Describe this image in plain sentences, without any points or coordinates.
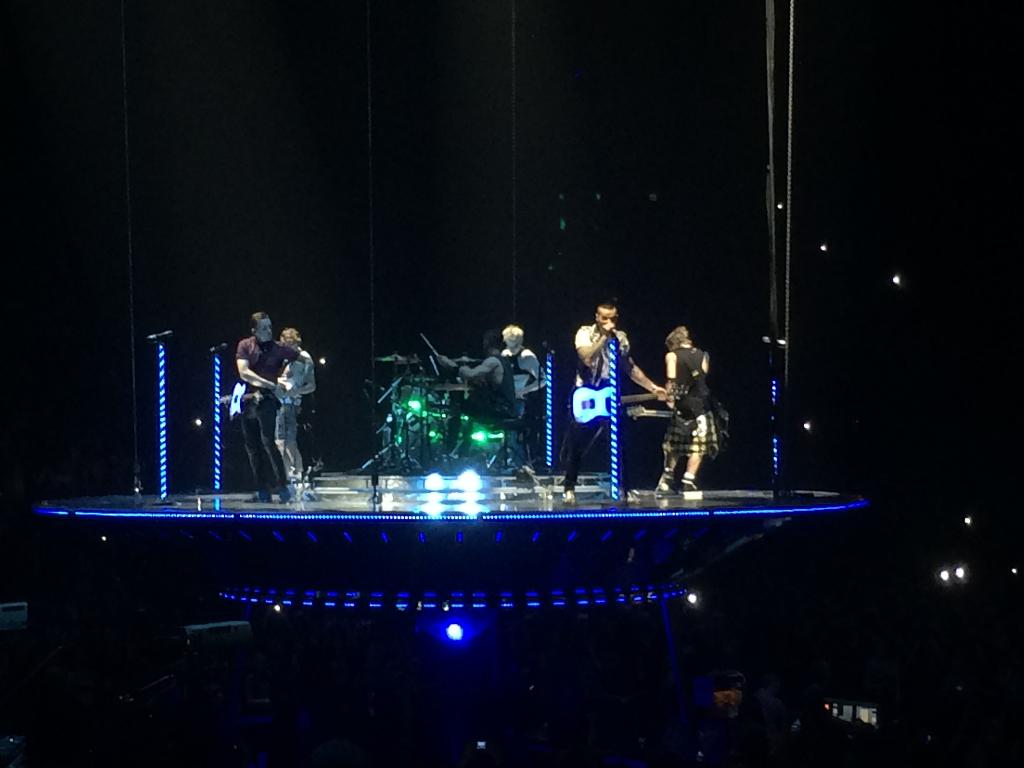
In the image I can see some people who are playing some musical instruments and also I can see some lights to the dais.
